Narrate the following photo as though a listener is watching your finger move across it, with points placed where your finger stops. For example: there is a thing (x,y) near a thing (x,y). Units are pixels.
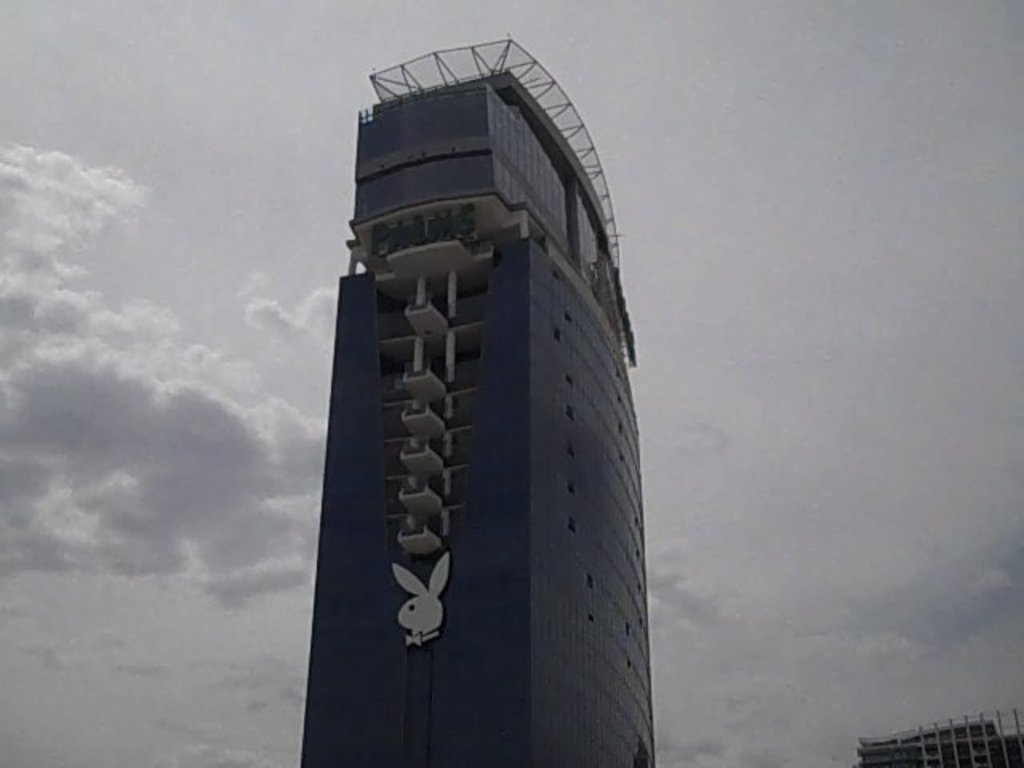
This image is taken outdoors. At the top of the image (176,163) there is a sky (230,80) with clouds (713,332). At the right bottom of the image (888,741) there is a building (912,742). In the middle of the image (442,436) there is a skyscraper (438,547) with glass (522,443), windows (569,486), a roof (473,85), pillars (416,350), balconies (445,325) and railings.
